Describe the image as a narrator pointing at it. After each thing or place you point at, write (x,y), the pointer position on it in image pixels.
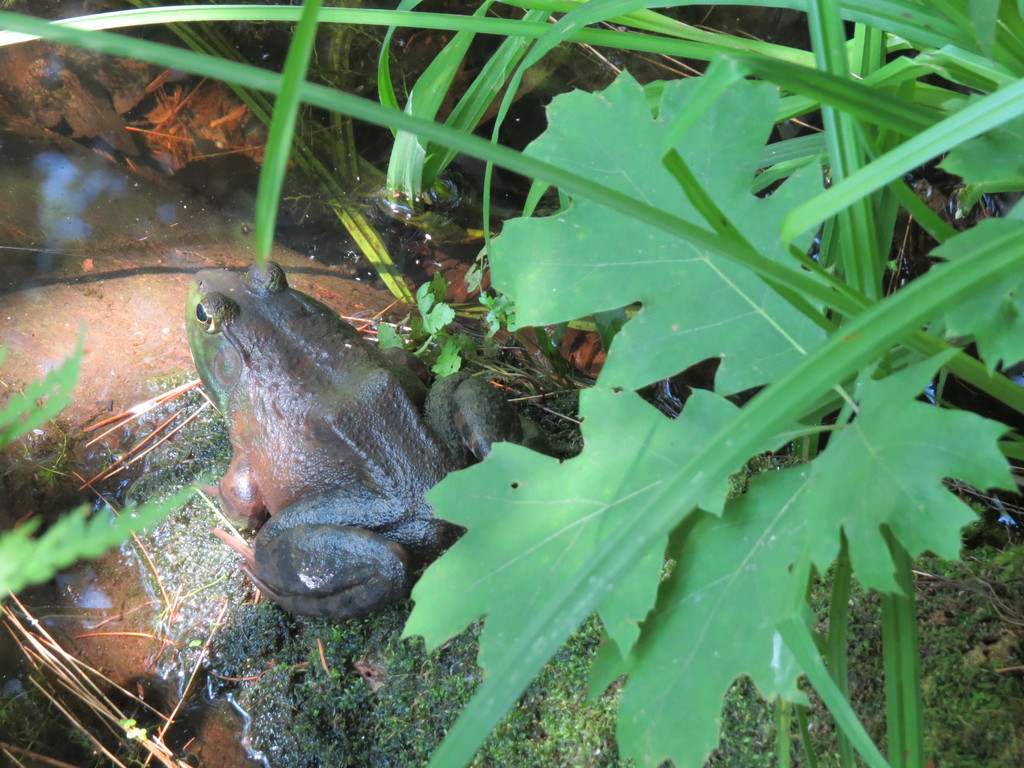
In this image we can see a frog (329,483) and there are leaves (809,338). At the bottom (541,708) there is grass (265,693) and we can see water (49,278).
